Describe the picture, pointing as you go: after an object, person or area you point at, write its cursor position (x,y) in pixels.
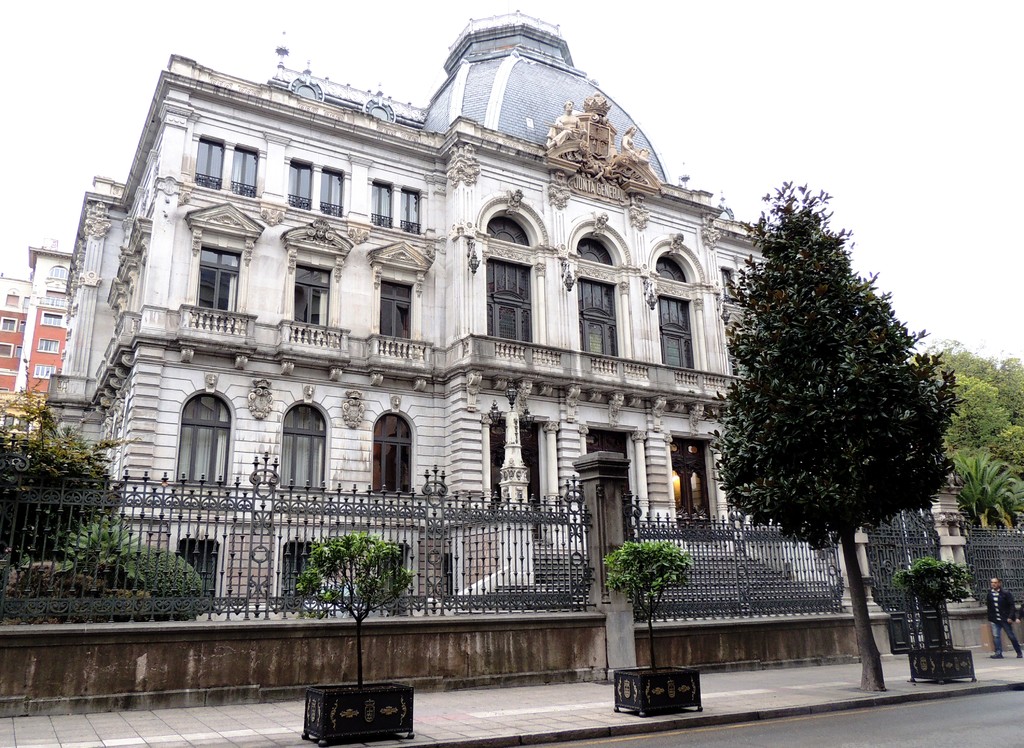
In this image we can see buildings (458,451), fence (551,513), plants (906,591), trees (911,386), road (1000,734), sculptures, and a person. In the background (788,159) there is sky (788,89).
